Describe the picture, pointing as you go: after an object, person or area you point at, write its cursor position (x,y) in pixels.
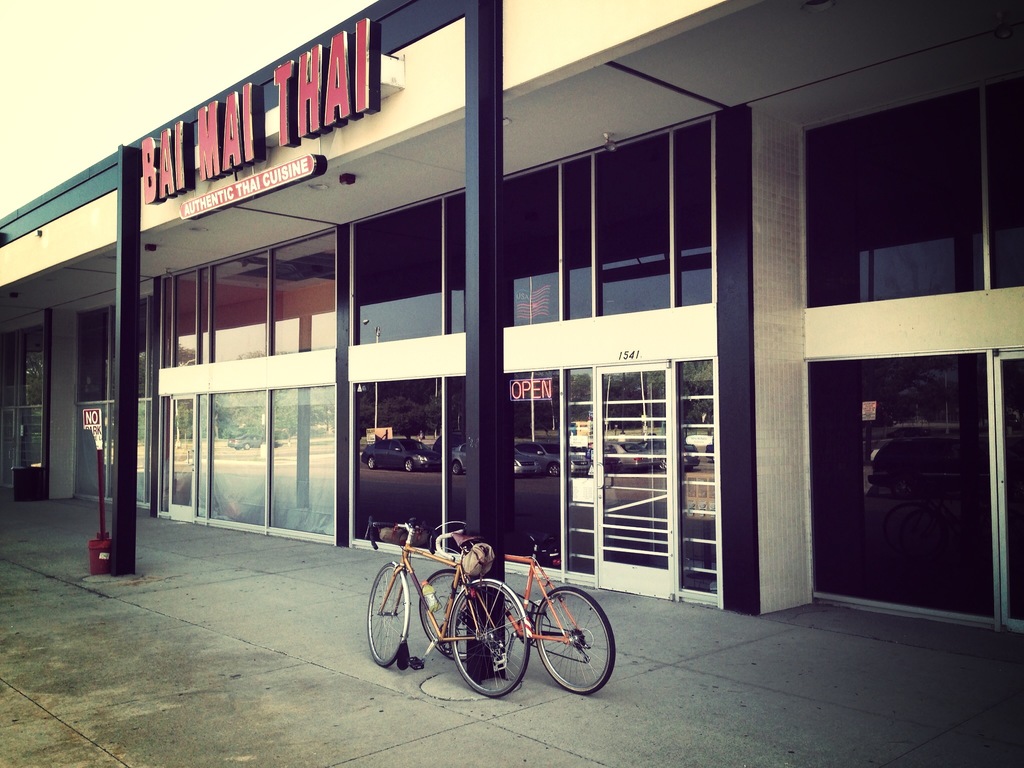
In the middle of the picture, we see two bicycles (480,589). Beside that, we see a pole (469,496). On the left side (129,216), we see a pole (120,464) and a board (90,420) in white and red color with some text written on it. In this picture, we see a building (519,342) in white and black color. It has glass doors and windows (364,447). We see the trees (324,419) and the cars (425,447) parked in the parking lot (382,483) in the glass windows (372,466). On top of the building (274,107), we see some text (307,108) written. In the left top (168,40), we see the sky (110,98).
